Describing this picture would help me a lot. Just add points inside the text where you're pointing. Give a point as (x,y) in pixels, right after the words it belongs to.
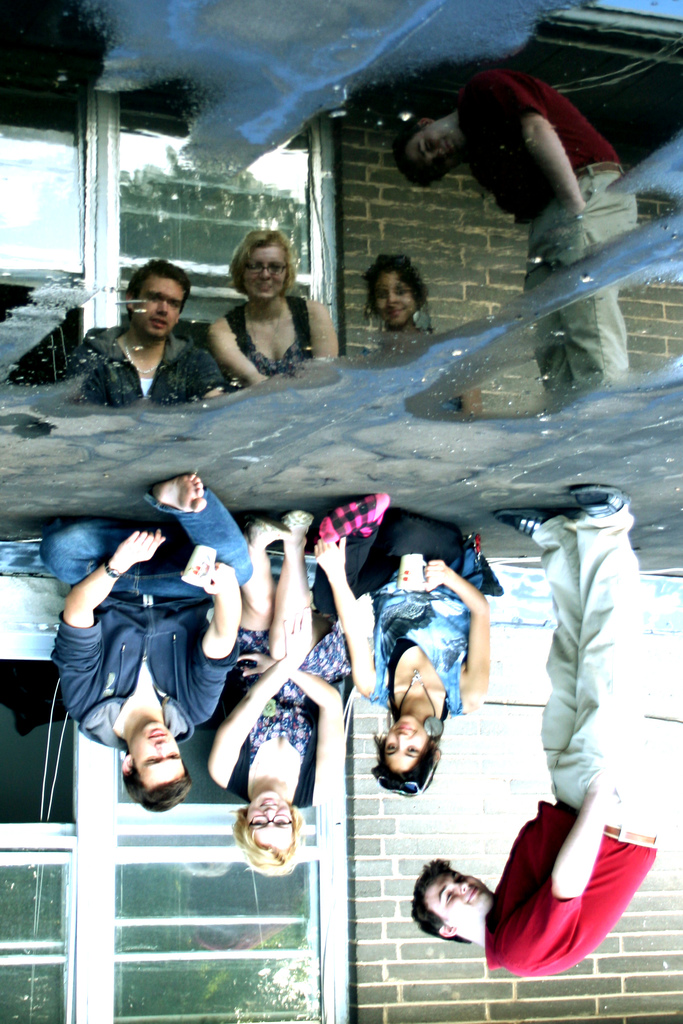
In this image we can see the reflection (312,282) of the image. In this some people (305,615) are sitting on the ground (278,461). One person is standing. In the back (59,798) there is a building (252,871) with brick wall (377,874) and window (118,860). And it is on the downside of the image. And we can see the reflection (149,323) on the topside of the image.
